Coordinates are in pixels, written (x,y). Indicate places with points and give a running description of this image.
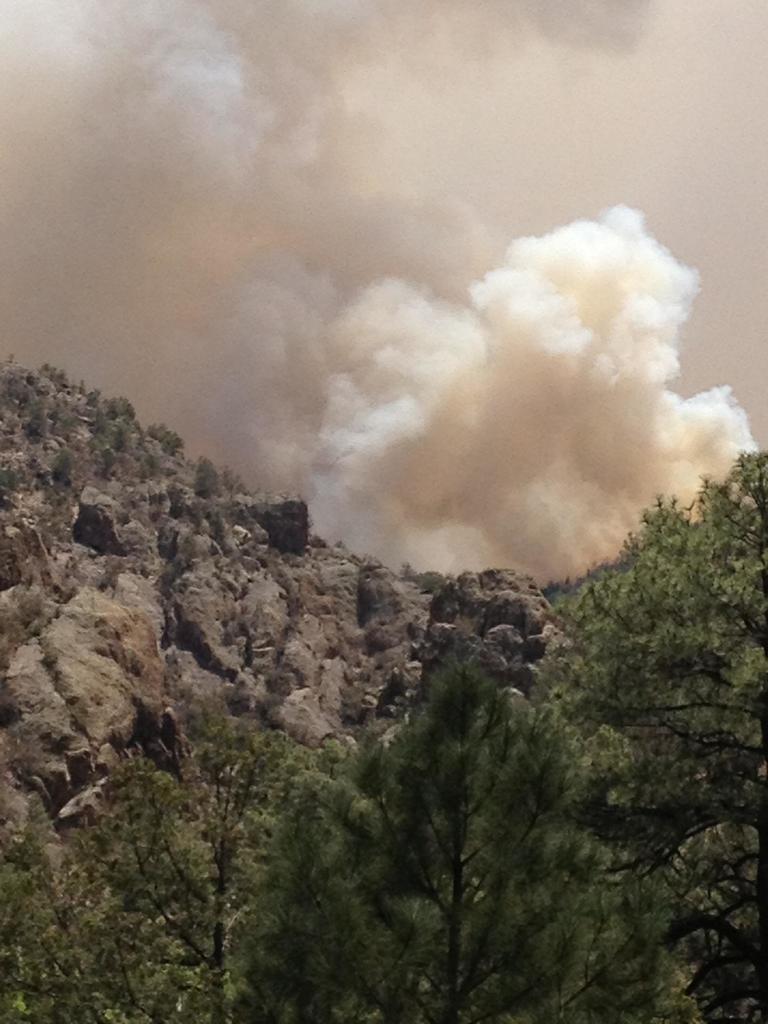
In this image in the center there are trees (516,783) and in the background (187,596) there are mountains (192,507) and there is smoke (437,366) in the sky (689,355).
